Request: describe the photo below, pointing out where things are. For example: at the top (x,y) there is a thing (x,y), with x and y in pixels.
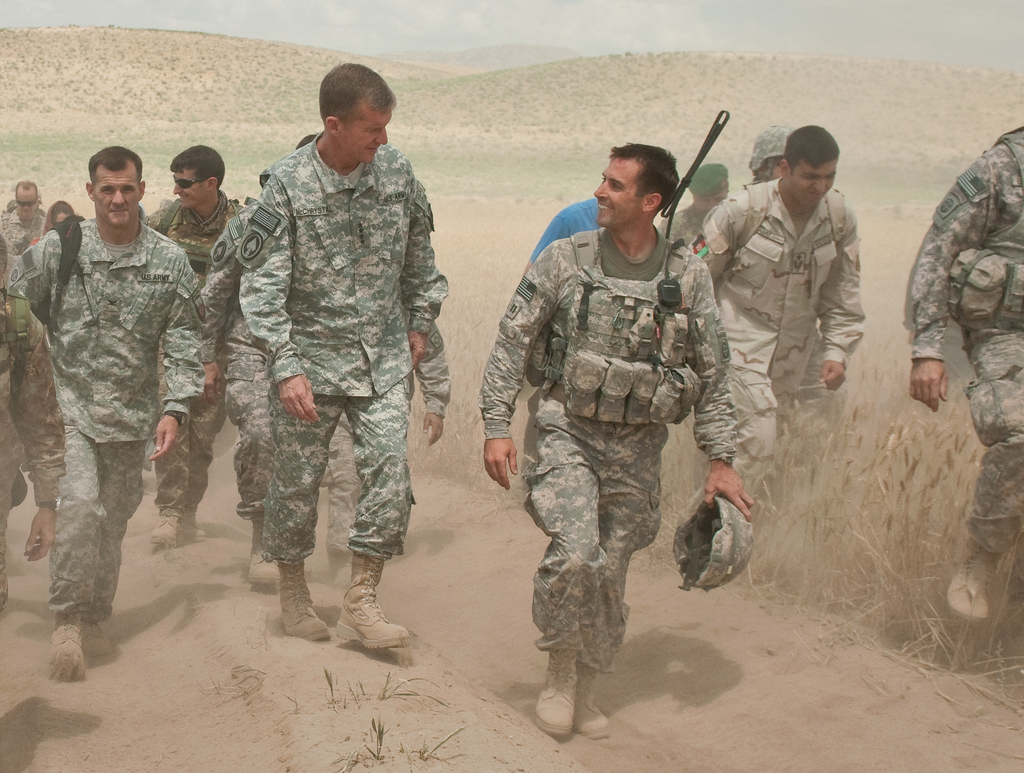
This picture consists of army soldiers (531,295) those who are walking on the right (890,238) and left side of the image (277,149) and there is greenery (456,78) in the background area of the image (179,40).
